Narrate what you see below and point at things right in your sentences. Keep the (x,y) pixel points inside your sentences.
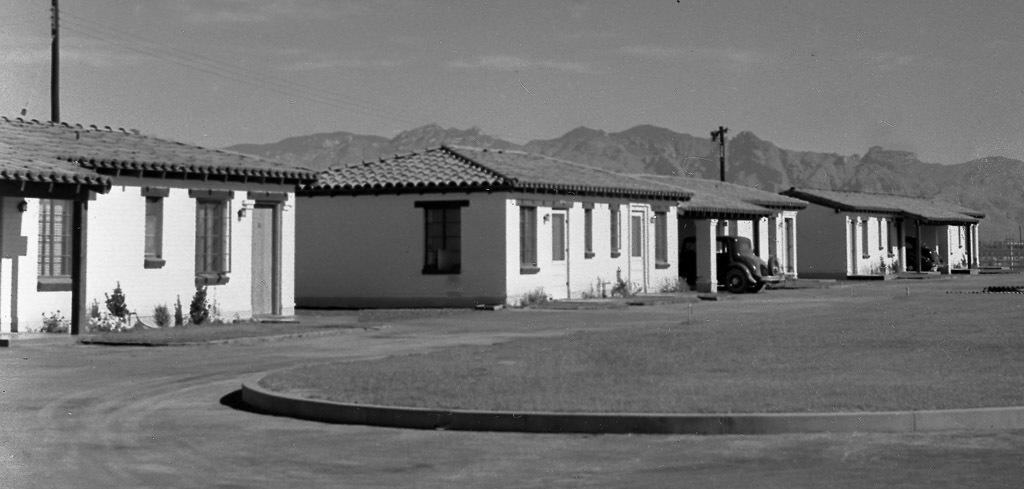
This image consists of small houses (470,216). In the middle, there is a car (732,248). At the bottom (304,434), there is a road (294,452). In the background (866,178), there are mountains (864,162). And we can see two poles (57,85) in this image. At the top (535,34), there is a sky (730,83). On the left (156,310), there are small plants (119,320).
